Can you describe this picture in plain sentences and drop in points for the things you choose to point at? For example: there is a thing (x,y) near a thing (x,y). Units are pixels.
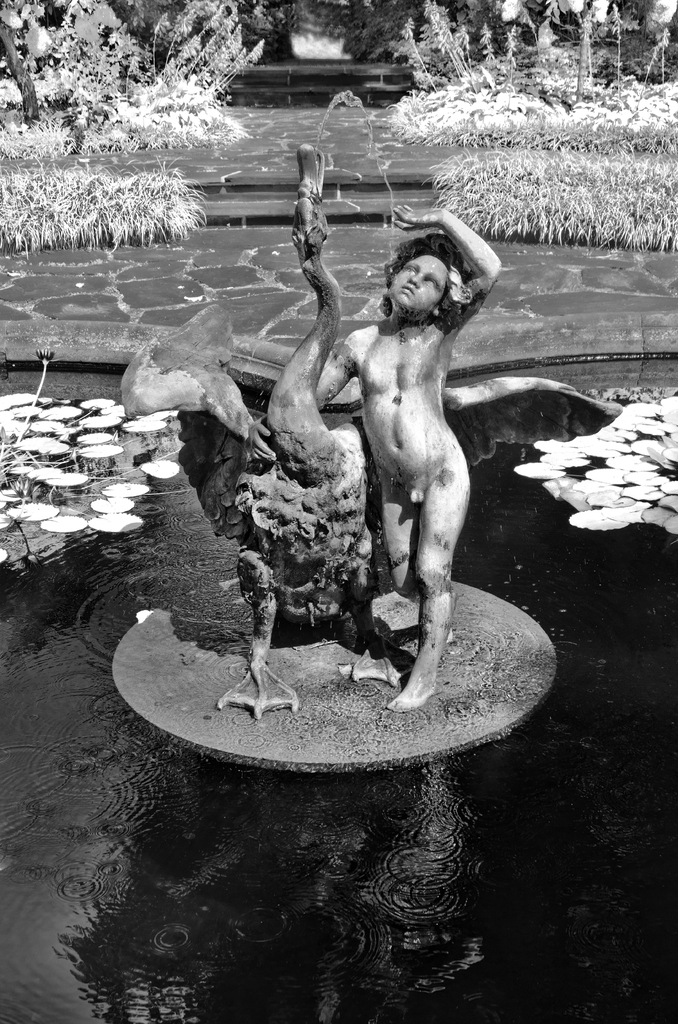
This is a black and white image in this image in the center (404,383) there is one statue (410,500) and at the bottom (524,931) there is one pond (584,768). In that pond (63,571) there are some lotus flowers (22,489) and leaves (609,497). In the background (462,54) there are some plants (575,82) and a walkway (543,251).
